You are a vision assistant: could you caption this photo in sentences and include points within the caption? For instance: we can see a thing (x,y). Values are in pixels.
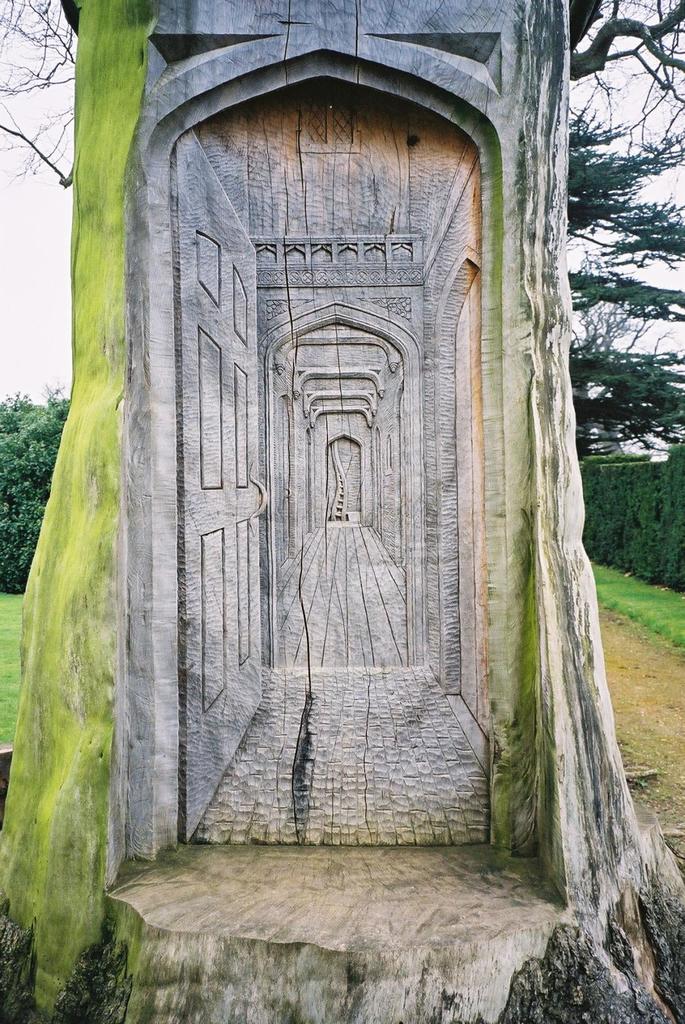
In the foreground of this image (501,872), there is a 3d design (282,637) to the trunk (180,591) of a tree (344,982). In the background (614,498), there are trees (7,452), land (638,647) and the sky (50,271).
